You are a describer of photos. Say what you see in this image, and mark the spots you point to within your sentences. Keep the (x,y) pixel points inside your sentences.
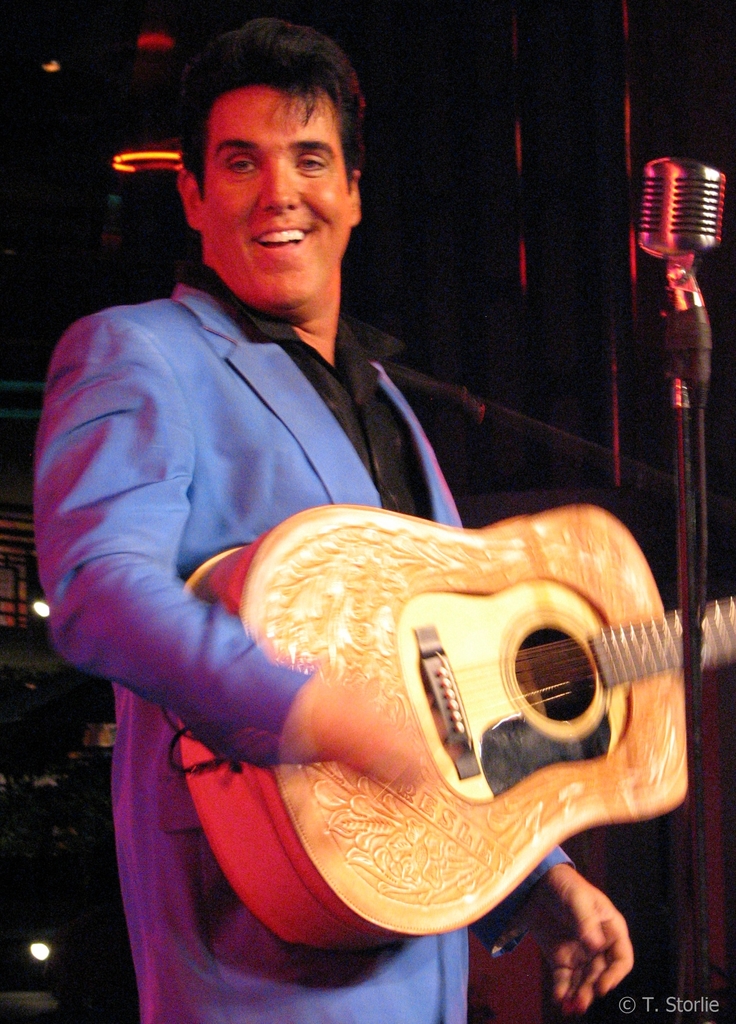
A man (172,570) is holding a guitar (469,907) he wear a blue color coat (242,485) and a black color shirt (383,432). He is smiling.
